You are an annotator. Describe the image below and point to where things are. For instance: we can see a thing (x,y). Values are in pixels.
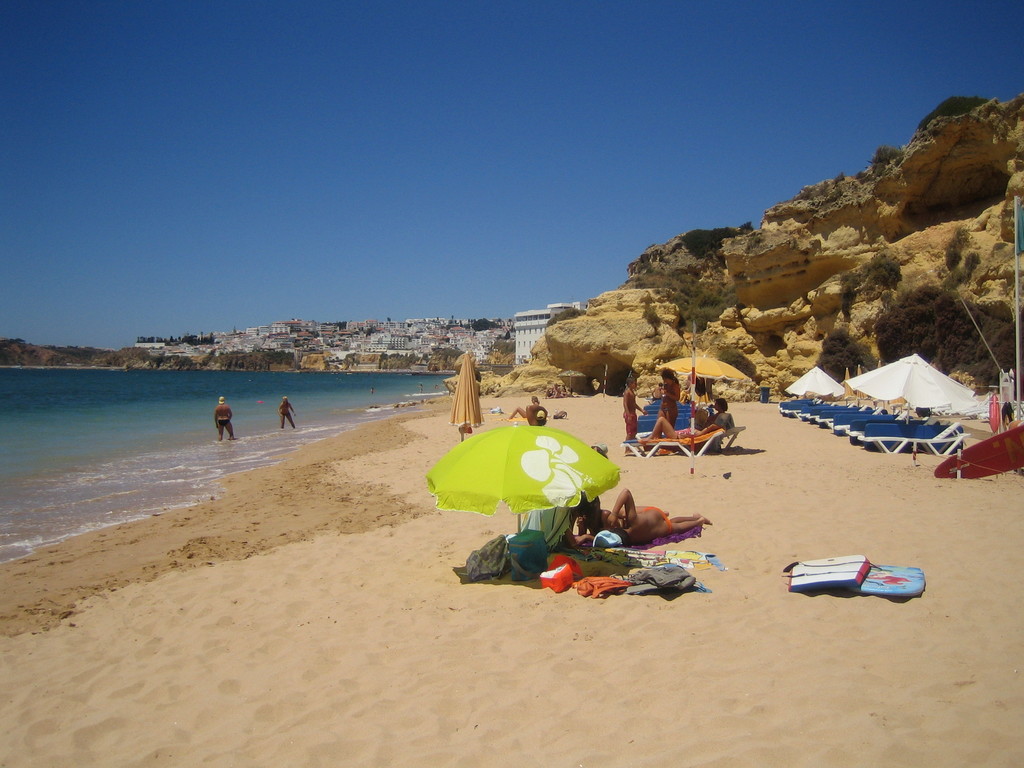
In the image we can see there is sand (506,606) on the ground (718,517) and there are people (644,533) lying on the sand (699,461). There are other people (679,437) sitting on the benches (701,434) and there are tents (708,371). There are people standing near the sea shore (282,434) and behind there are rock hills (675,351). The sky (275,84) is clear.
